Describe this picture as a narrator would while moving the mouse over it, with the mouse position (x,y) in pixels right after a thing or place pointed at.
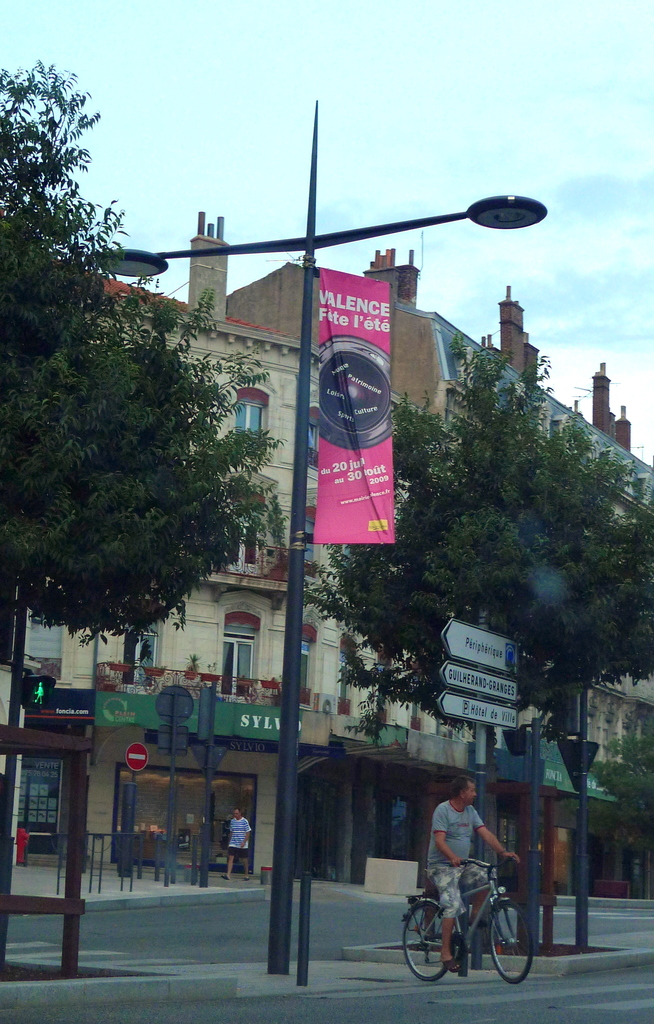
In this image I can see the person (470,841) riding the bicycle (431,952). On both sides of the person (449,952) I can see the boards (223,722) and poles (22,681). In the background (96,768) I can see the trees (364,684), one more person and the building (200,598) with windows (189,847). I can also see the sky (335,167) in the back (276,188).
